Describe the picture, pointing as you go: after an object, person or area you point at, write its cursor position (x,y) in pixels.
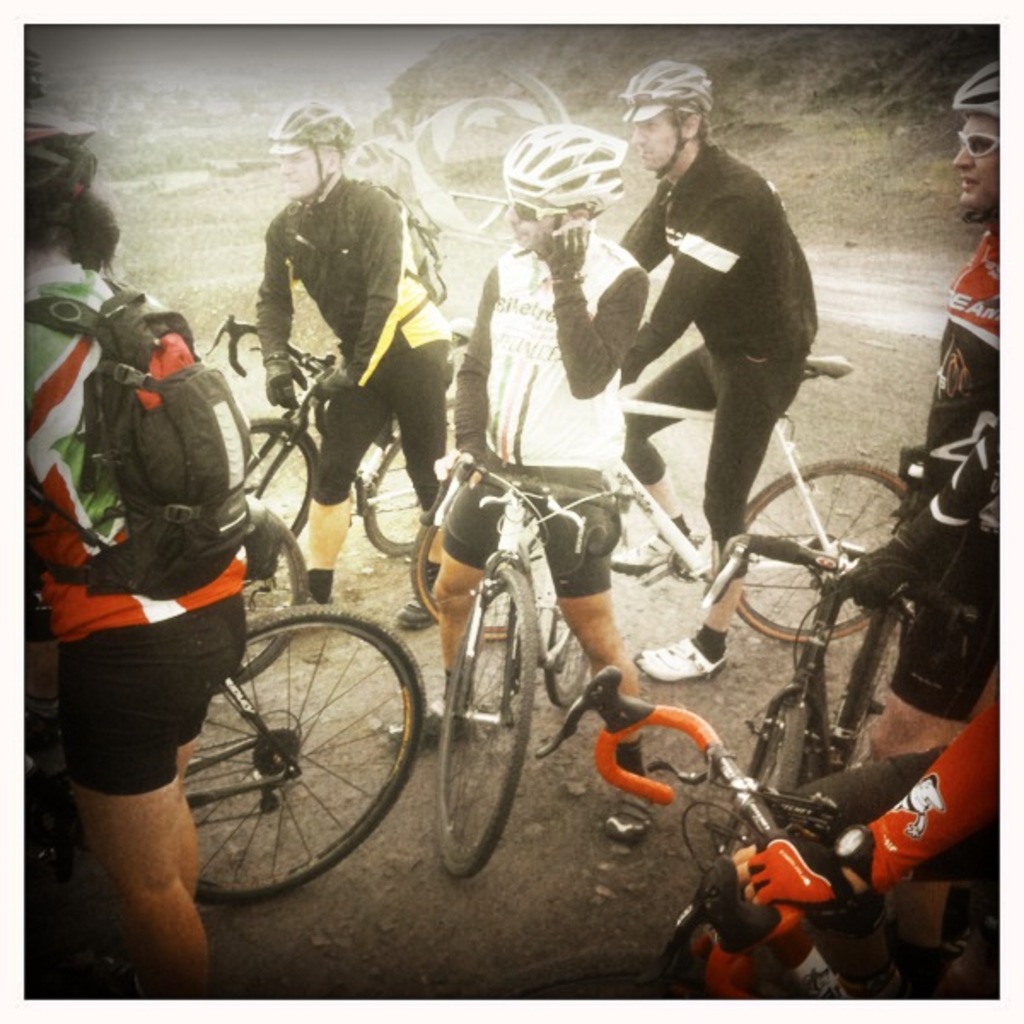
In this image I see number of persons (964,151) and they are with the cycles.
